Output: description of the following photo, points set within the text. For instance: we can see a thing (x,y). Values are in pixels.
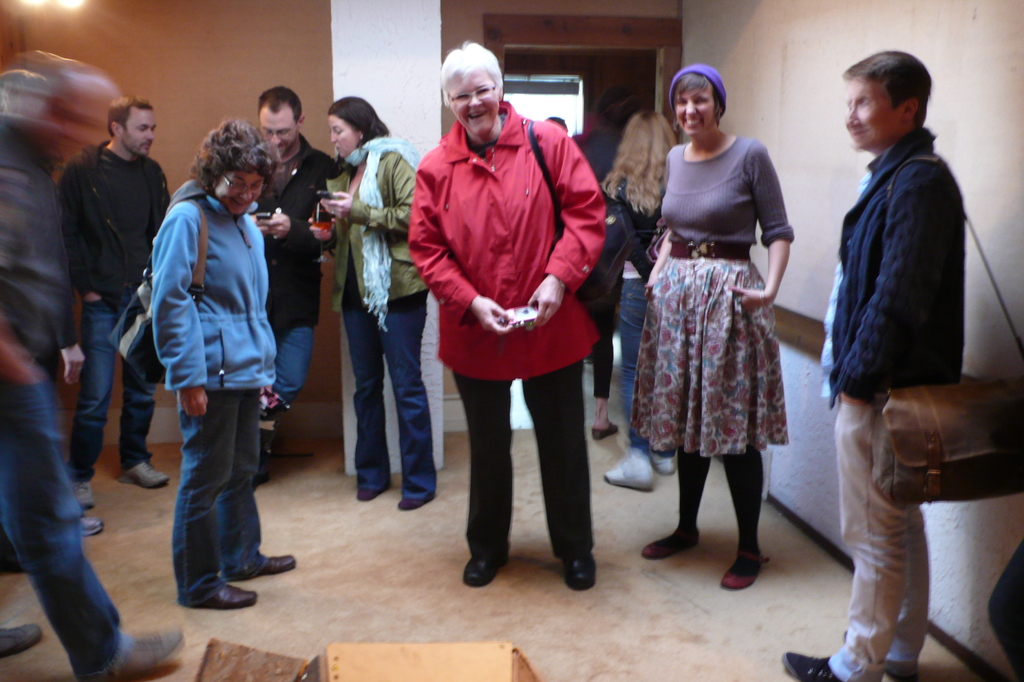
In this image there are group of people (558,437) standing on the floor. In front (496,230) there is a woman (500,249) wearing a red jacket (513,235) and holding a camera (517,321). On the left side (191,386) there is a woman (191,367) wearing a handbag (142,362) and on the right side (901,492) there is a man (930,343) wearing a bag (926,444). At the background (271,66) there is a wall (190,88) and a light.
